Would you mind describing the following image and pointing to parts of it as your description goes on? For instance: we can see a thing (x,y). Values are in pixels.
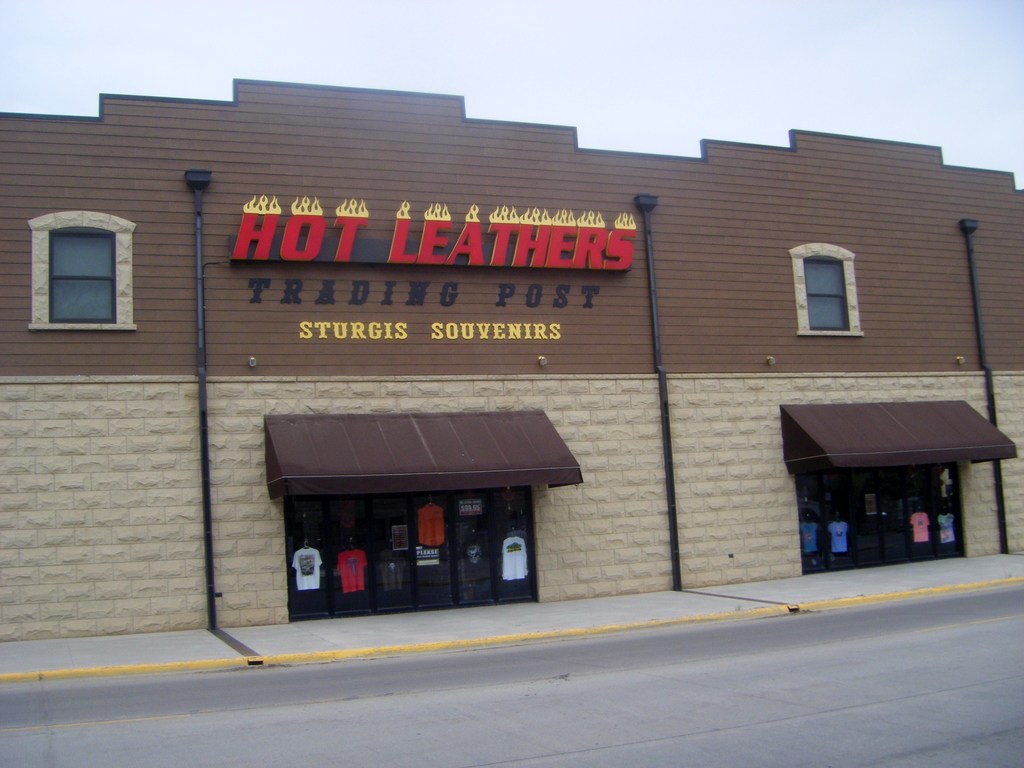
In the center of the image (585,483) we can see a store (598,403). At the top (369,51) there is sky (532,54). At the bottom (486,683) we can see a road (437,703).
